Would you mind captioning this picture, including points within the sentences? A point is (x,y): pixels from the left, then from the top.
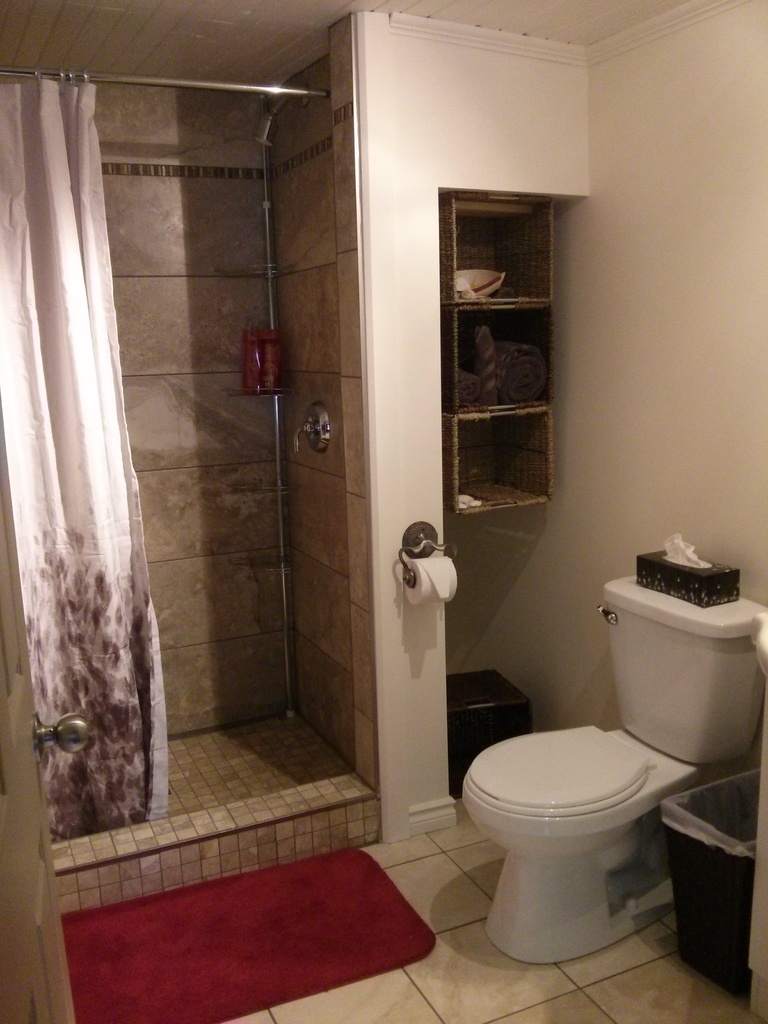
Here there is commode (574,793), here there are shelves (501,335), this is curtain (93,527), there is dustbin (717,916) and mat (315,915), this is wall (679,320).
